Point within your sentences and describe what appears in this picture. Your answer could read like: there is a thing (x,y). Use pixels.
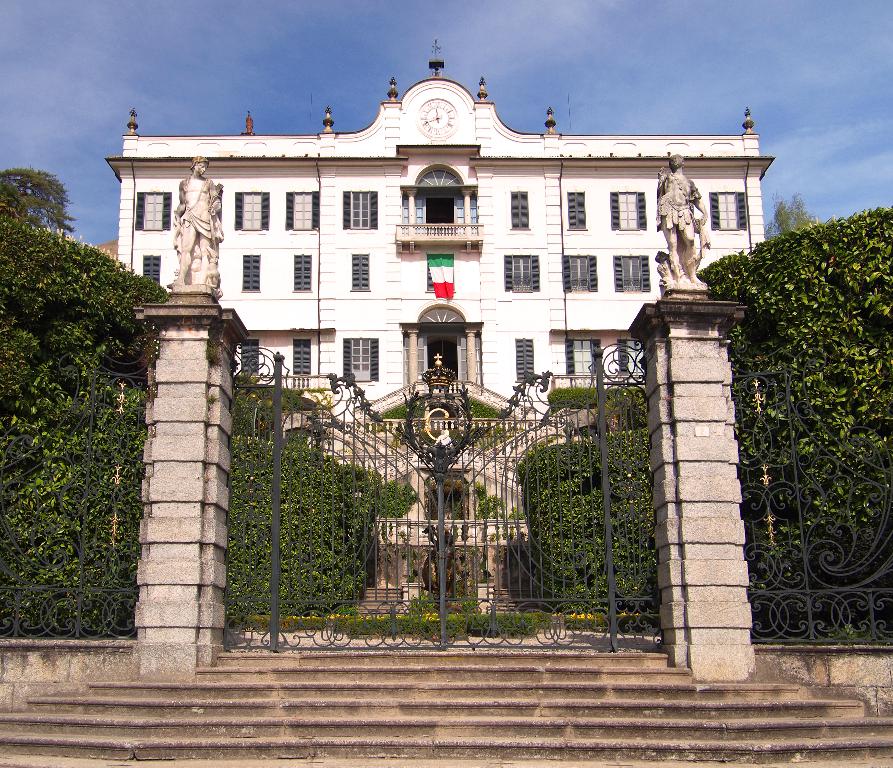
In this image I can see an iron gate (510,403) and the stairs (250,660) in the front (502,554). On the both sides of the image I can see bushes (610,466) and two sculptures (177,271). In the background (516,140) I can see a building (563,179), number of windows (164,220), a flag (433,281), clouds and the sky (505,32). On the top side of the building (476,181) I can see a clock (432,115).
